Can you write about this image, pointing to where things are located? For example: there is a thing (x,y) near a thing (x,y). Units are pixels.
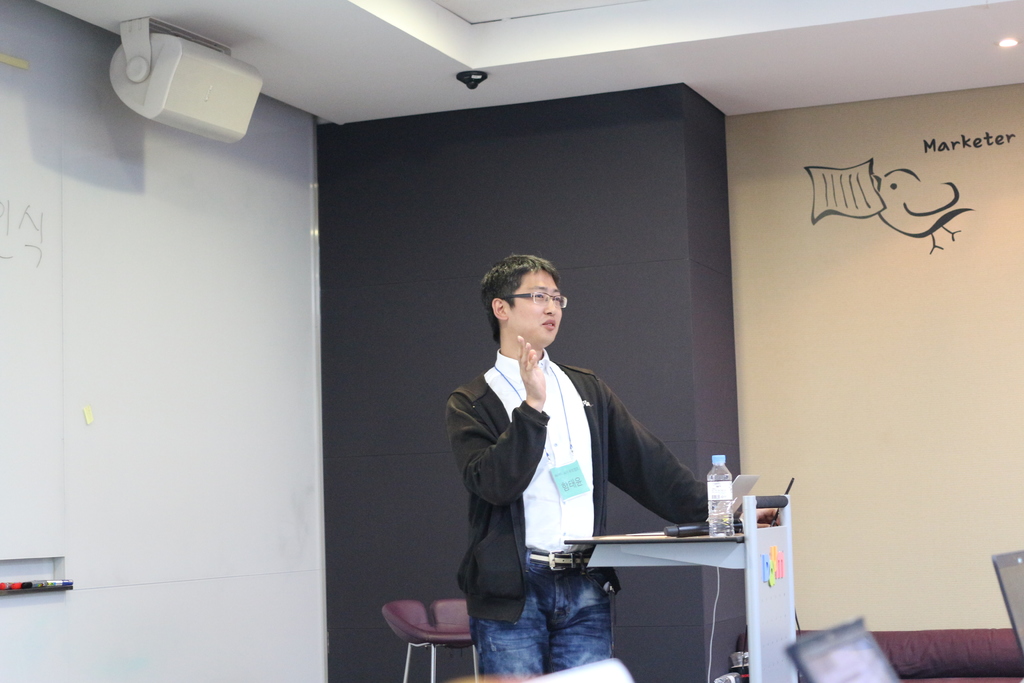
This picture is taken inside the room (460,332). In this image, in the middle (648,451), we can see a man (635,466) standing in front of a table (672,536), on the table (699,541), we can see a laptop (732,499) and a water bottle (731,516). In the right corner (855,682), we can see two laptops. In the background (366,178), we can see black color and a wall (1009,266) with some paintings (876,216). At the top (247,104), we can see some electronic objects (253,87) and a roof (617,24).
